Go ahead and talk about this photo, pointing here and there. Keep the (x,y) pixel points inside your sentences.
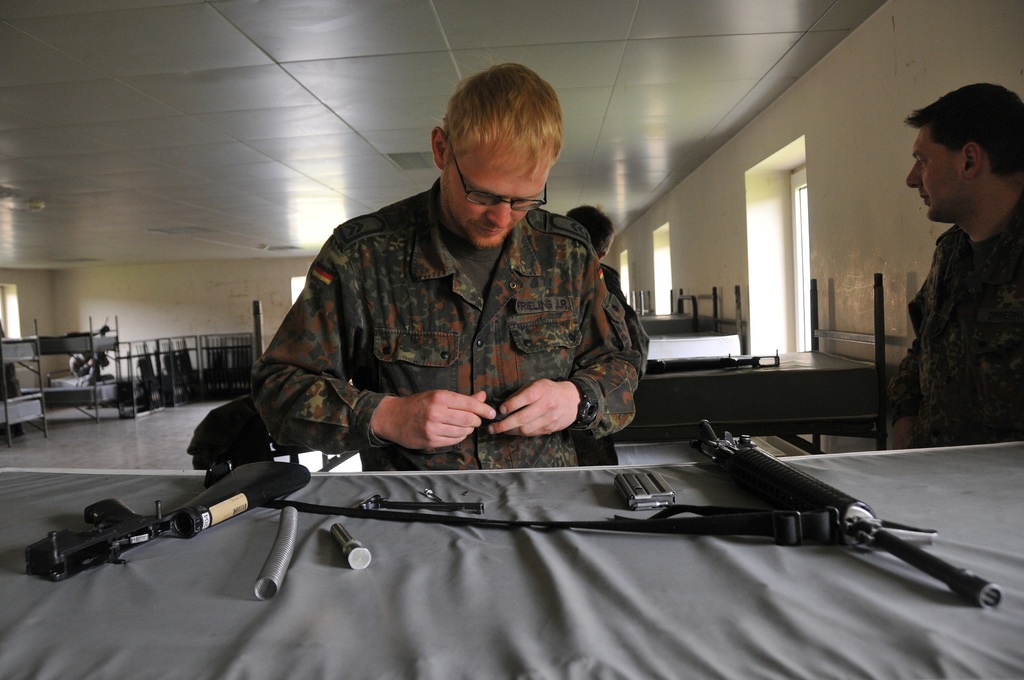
In this image I can see three persons (381,321) are standing on the floor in front of a table (101,475) on which I can see guns (770,468) and a magazine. In the background (726,269) I can see a wall (709,232), windows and beds (23,418). This image is taken in a hall (159,255).
